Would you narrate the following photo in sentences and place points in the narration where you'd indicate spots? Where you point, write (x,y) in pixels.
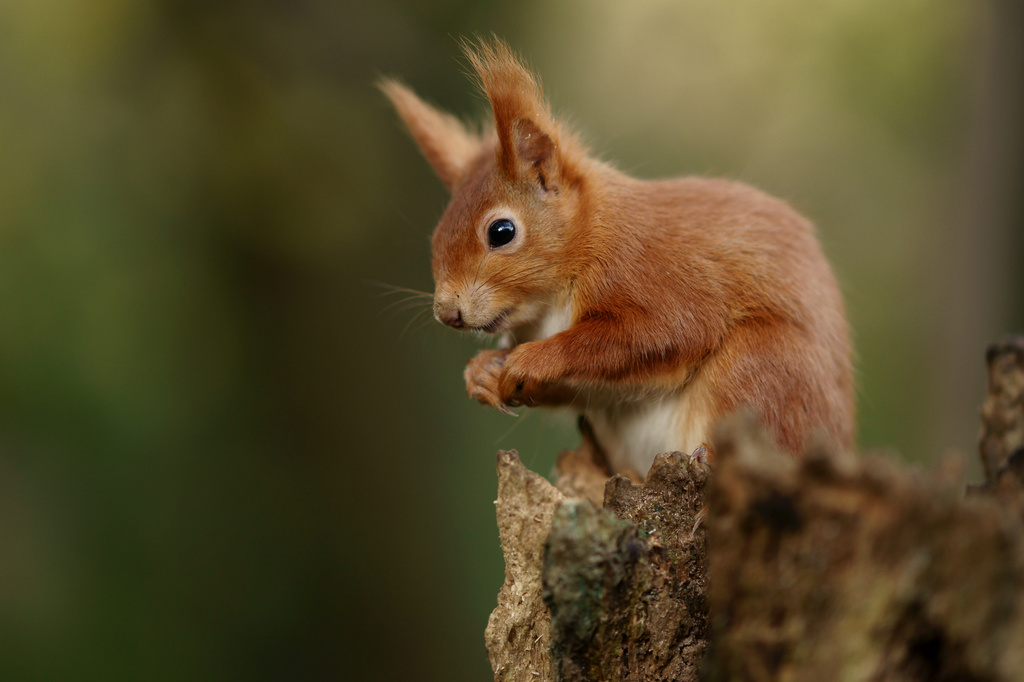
In the image there is a brown squirrel (658,268) standing on bark (657,514) of a tree (757,525) and the background (82,136) is blurry.
